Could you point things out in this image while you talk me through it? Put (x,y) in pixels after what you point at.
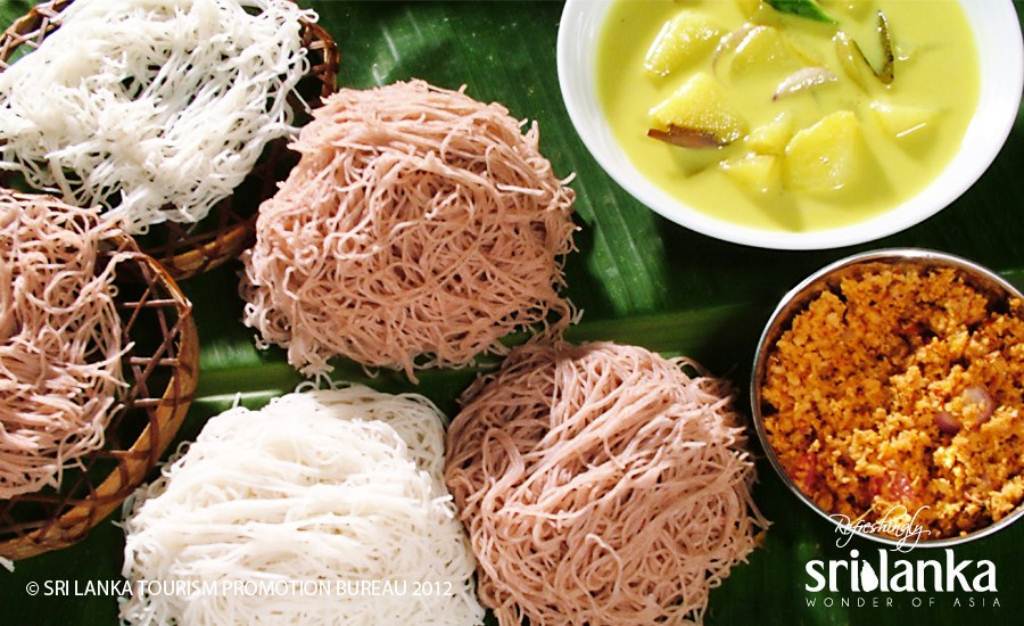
In this picture we can see bowls (704,230), food items (331,248), wooden objects (192,226) and these all are placed on a leaf (561,143) and in the bottom (923,579) we can see some text (886,561).
